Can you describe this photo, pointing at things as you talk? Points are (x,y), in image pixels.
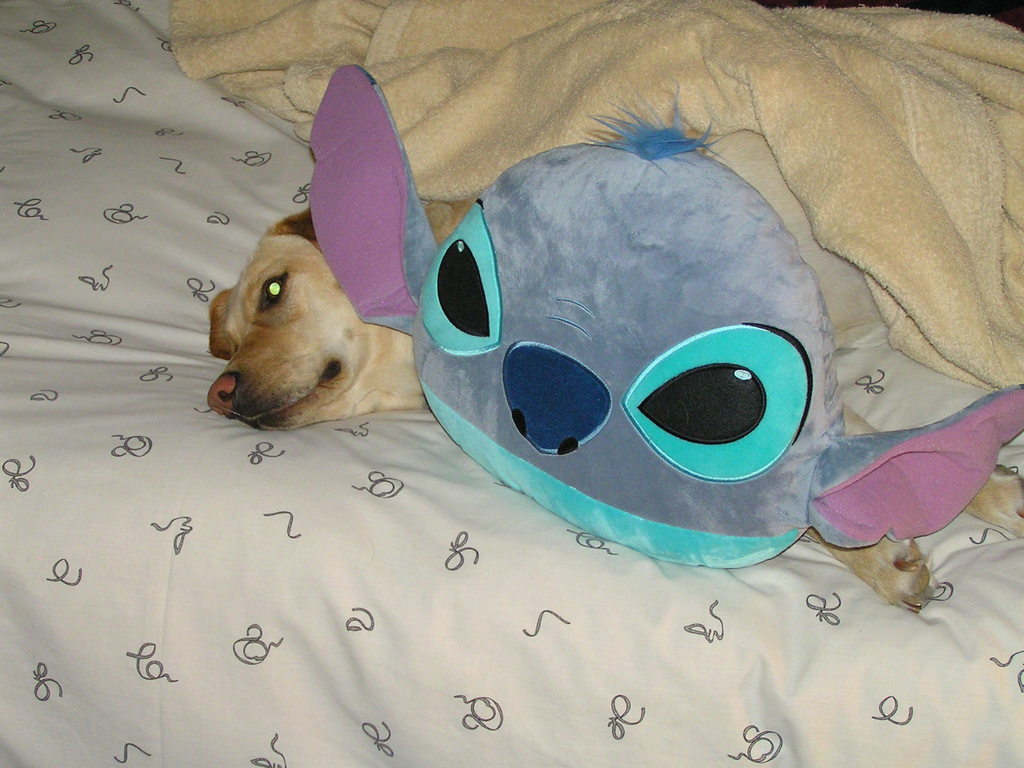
In this image there is a dog (316,344), a toy (596,229) and a blanket (691,51) on a bed (624,680).
